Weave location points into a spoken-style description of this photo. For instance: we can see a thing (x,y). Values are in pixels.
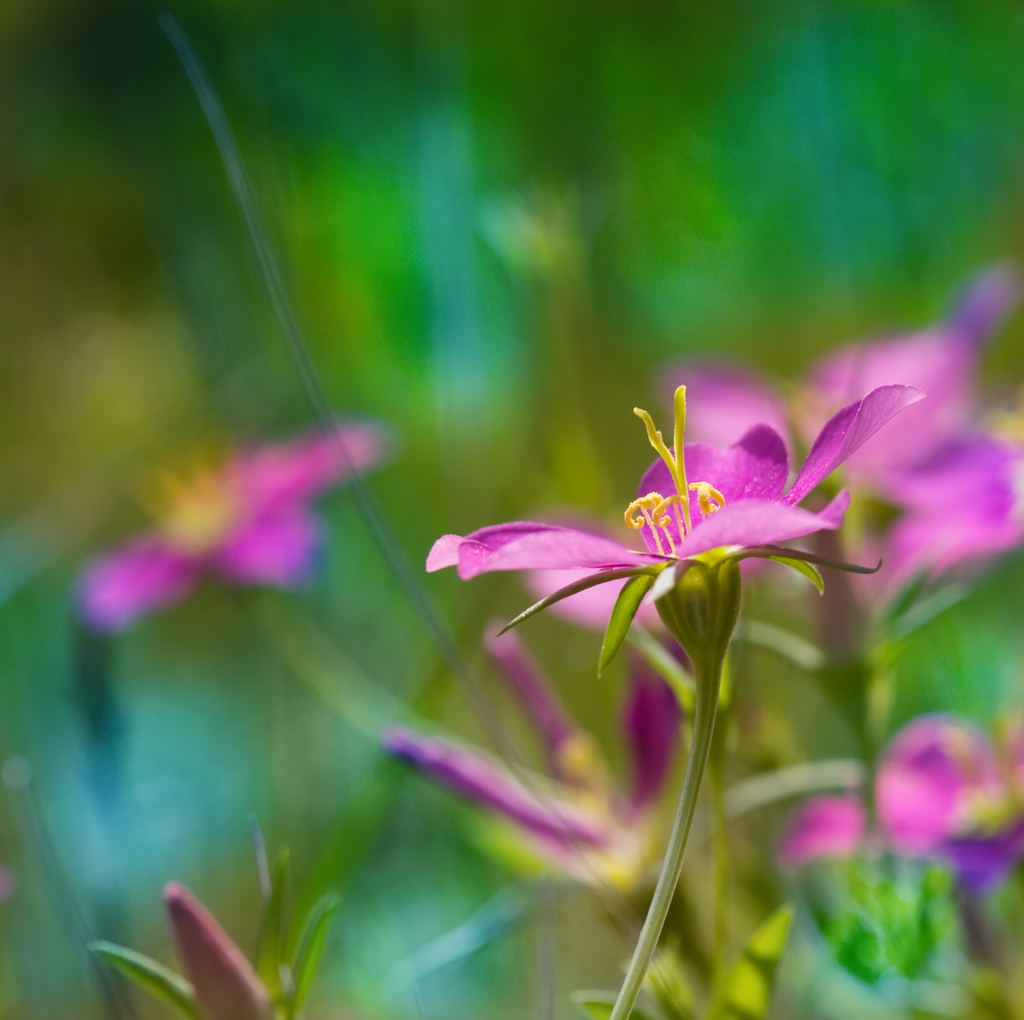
In this image we can see group of flowers (974,533) and some leaves (761,992).
